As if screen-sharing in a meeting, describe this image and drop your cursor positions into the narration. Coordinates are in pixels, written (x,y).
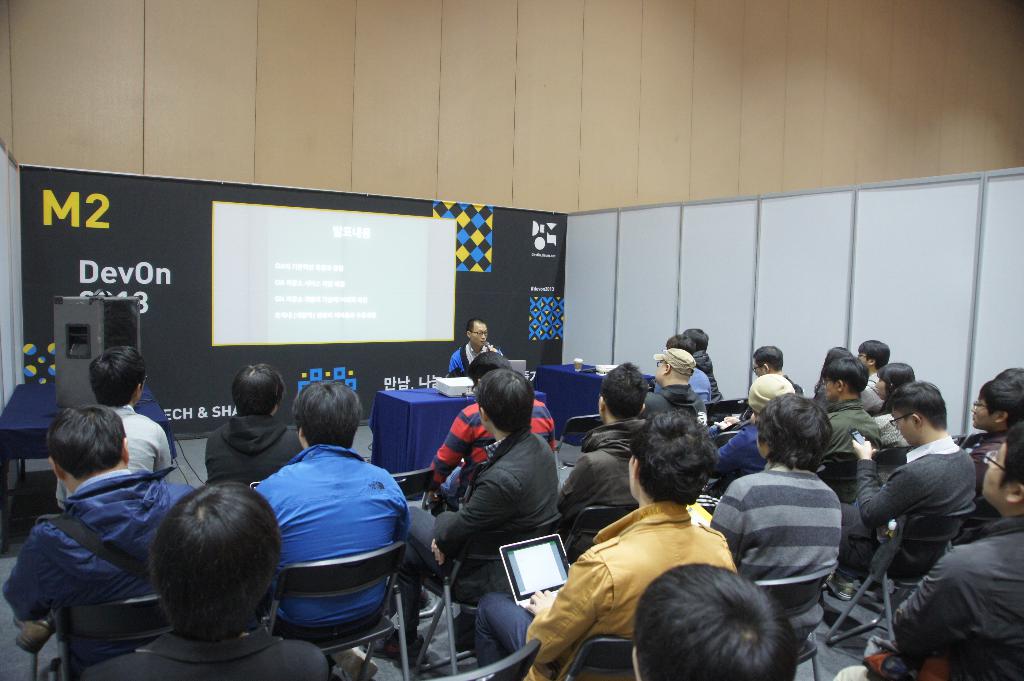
At the bottom of the image (62,580) few people (1020,677) are sitting and holding some mobiles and laptops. In front of them we can see a table (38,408), on the table (420,393) we can see some laptops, cups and projectors (450,380). Behind the table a person (471,323) is sitting. Behind him we can see a wall (509,350), on the wall (513,203) there is a banner (314,197). on the left side of the image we can see a speaker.
